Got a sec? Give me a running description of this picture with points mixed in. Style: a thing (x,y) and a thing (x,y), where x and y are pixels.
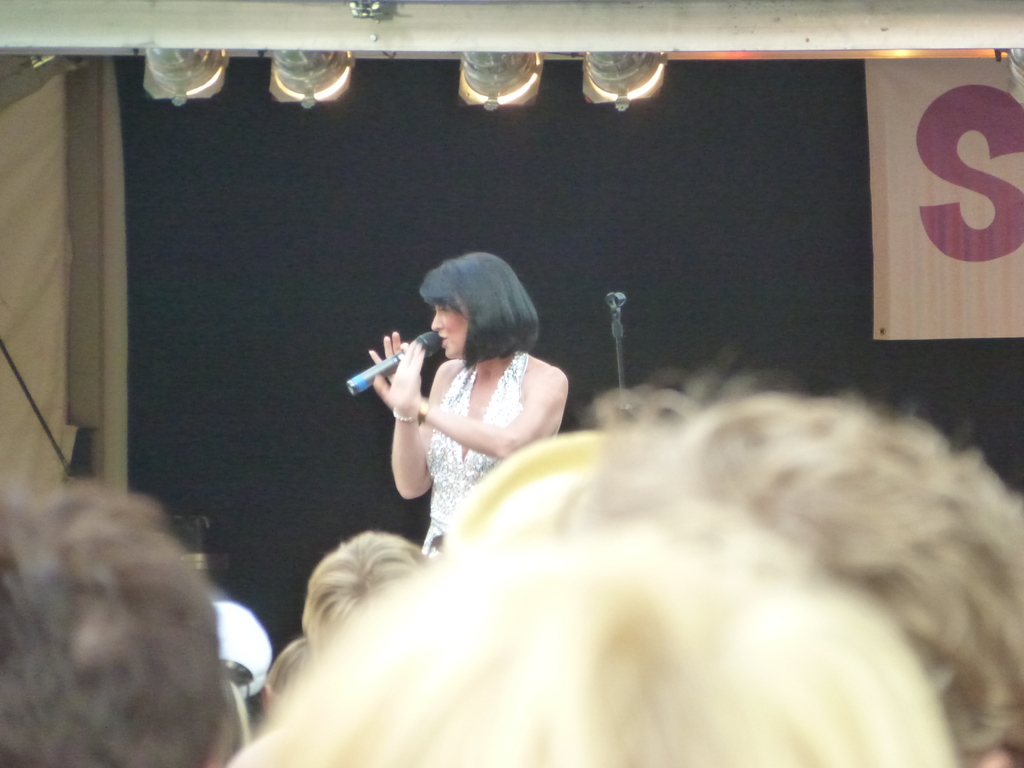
In this image we can see few people (621,596), a person (531,385) is standing and holding a mic (356,388) and there is a stand (616,334) beside the person (472,388), there are lights (343,75) on the top of the image (634,81) and there is a banner (958,182) on the right side of the image (925,226) and a dark background (243,477).
